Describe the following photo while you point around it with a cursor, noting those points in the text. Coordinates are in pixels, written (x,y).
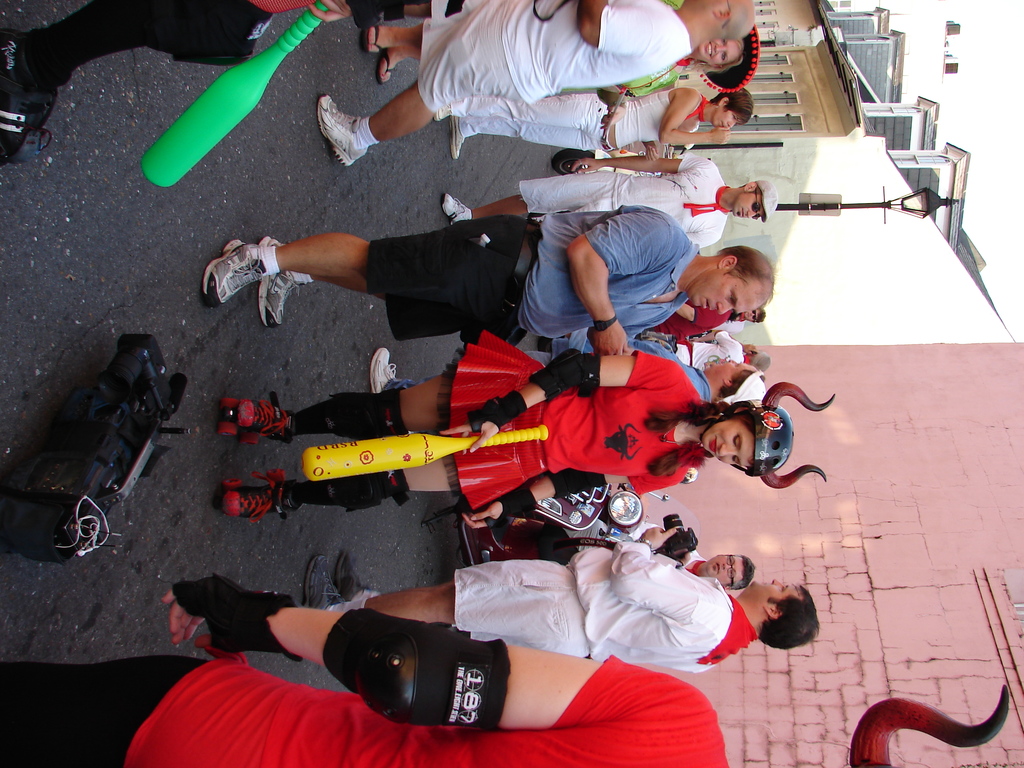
In this picture we can see a group of people (447,238) and an object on the ground (392,197) and two people (491,381) are holding bats (443,448) and in the background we can see the wall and some objects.
